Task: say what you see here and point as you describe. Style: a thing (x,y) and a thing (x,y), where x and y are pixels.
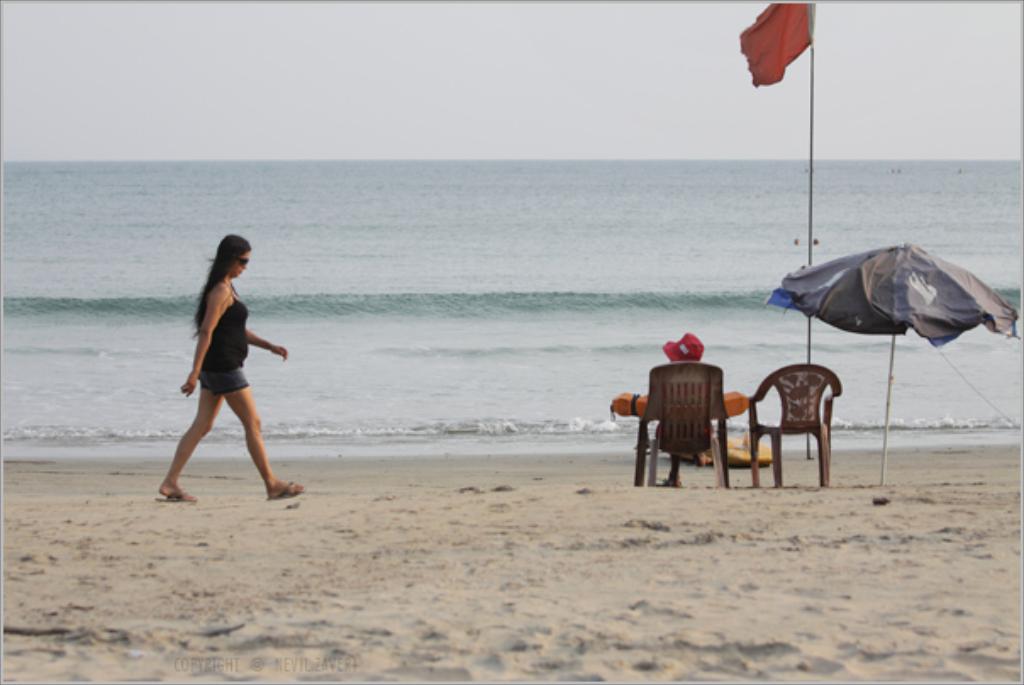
A woman (230,329) is walking in beach (822,497). A person (664,402) is sitting in a chair (664,422) and looking at sea (592,249).
